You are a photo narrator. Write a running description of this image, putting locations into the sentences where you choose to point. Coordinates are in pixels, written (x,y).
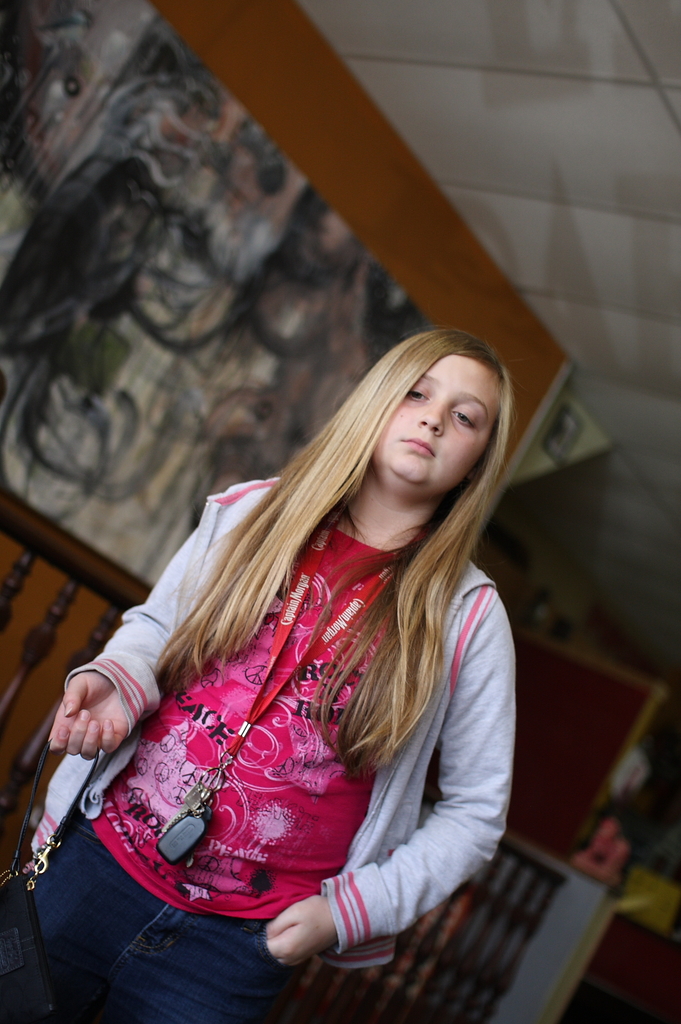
In this image in the foreground (228,642) there is one girl (346,649) who is standing, and she is wearing something and she is holding a handbag (39,964). In the background (308,317) there are some boards (638,722), railing (489,964) and some object (595,863). At the top (529,171) there is ceiling (494,65) and wall (504,323).
